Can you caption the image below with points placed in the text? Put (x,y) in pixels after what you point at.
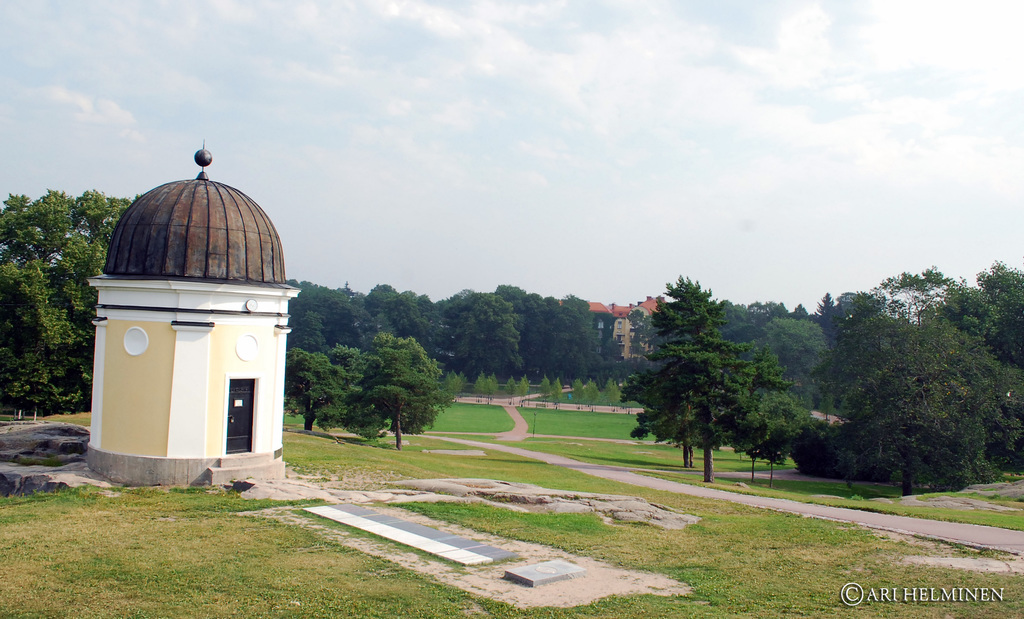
On the left (135,437) we can see a room (126,398), door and roof (197,209). In the background (461,376) we can see grass (362,455) on the ground (399,604), poles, trees (587,370), buildings (625,336) and clouds (610,224) in the sky (276,66).
